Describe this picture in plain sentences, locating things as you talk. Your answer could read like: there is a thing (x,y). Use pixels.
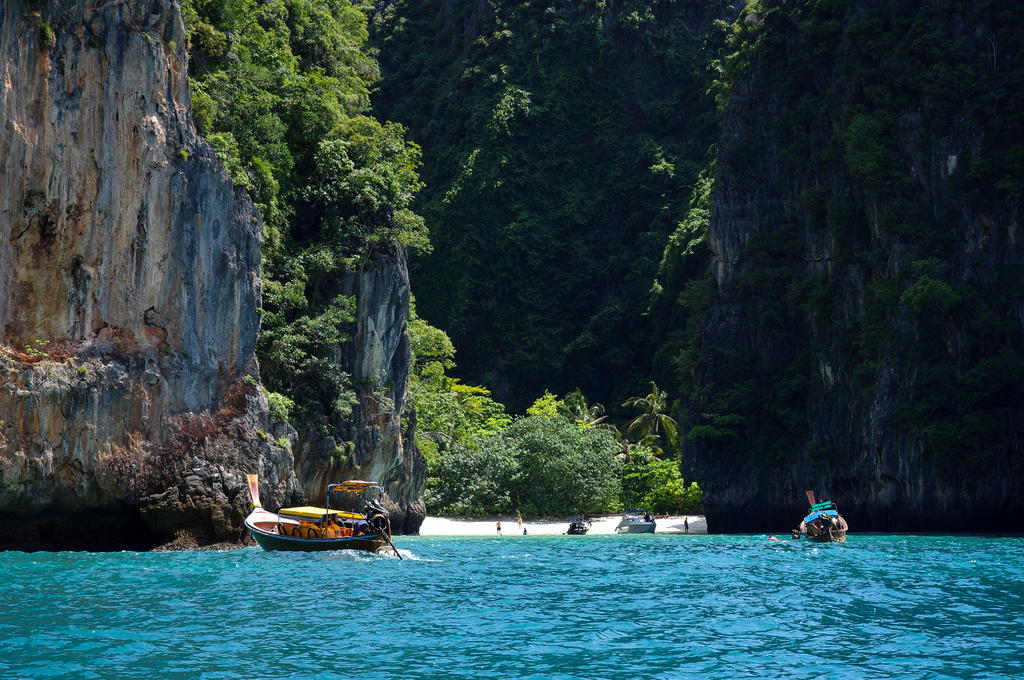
In this picture there is a ocean (494,539) with two ships (339,527) on it. And in the background (424,314) there are hills (281,276) with many trees (314,133) on it. In the middle (579,415) there are many trees (551,482) and some people (499,524) on the sea shore (608,524) with two boats (629,528).
